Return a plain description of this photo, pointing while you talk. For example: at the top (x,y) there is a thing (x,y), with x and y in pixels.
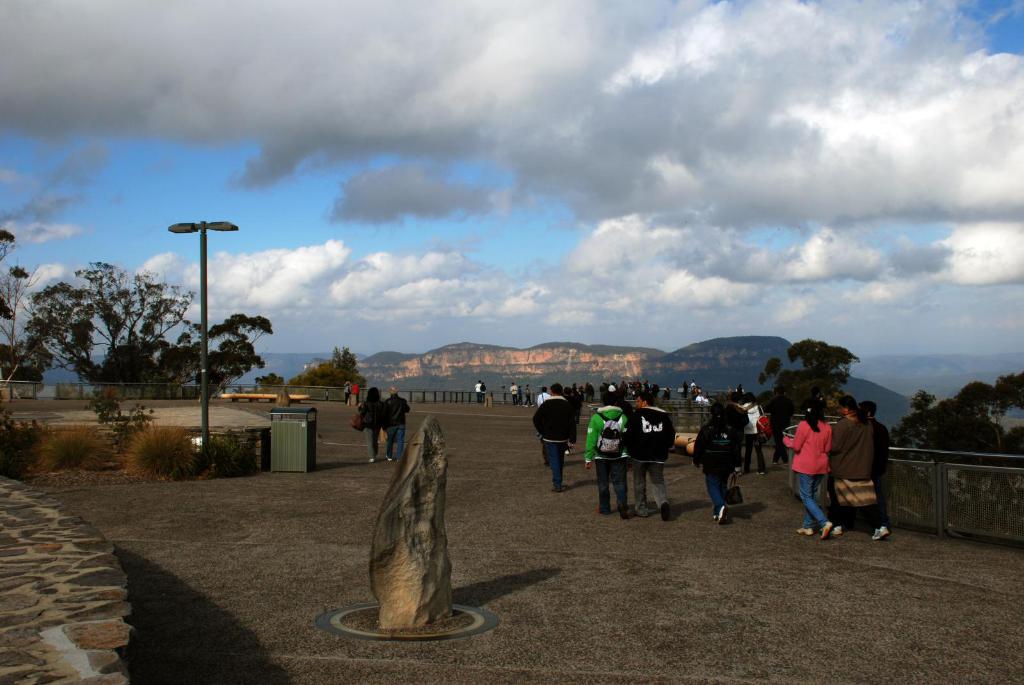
This image is taken outdoors. At the top of the image (194,177) there is the sky (388,246) with clouds (764,297). At the bottom of the image (688,640) there is a floor (265,603). In the background (542,351) there are a few hills (943,377). There are a few trees (962,403). There is a railing (1016,472). On the left side of the image (16,422) there are a few plants (89,432) and there is a pole (206,306) with a street light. There is a dustbin (295,454) on the road (272,479). In the middle of the image (385,414) many people (812,488) are walking on the road (390,474) and there is an architecture (428,537).
